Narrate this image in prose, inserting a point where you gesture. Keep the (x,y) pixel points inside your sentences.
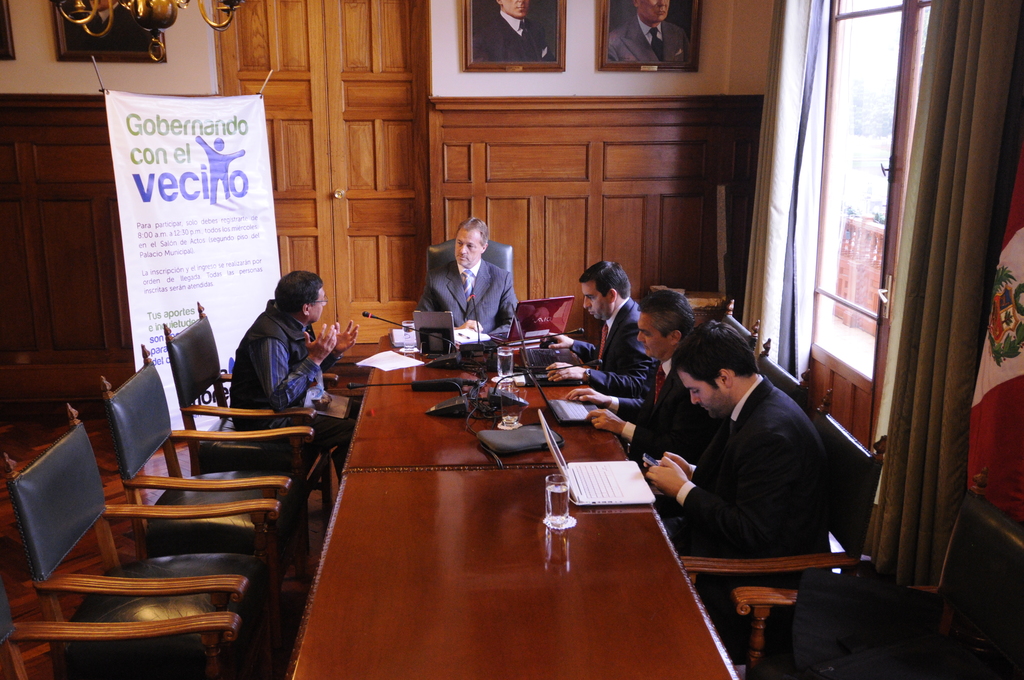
In this picture we can see some persons (614,297) are sitting on the chairs (246,553). This is table (472,596). On the table (440,640) there are laptops (519,330), glasses (504,411), book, and mike's (457,355). On the background (422,247) there is a door (321,174) and this is banner (150,212). Here we can see frames (611,54). And this is curtain (954,333).
